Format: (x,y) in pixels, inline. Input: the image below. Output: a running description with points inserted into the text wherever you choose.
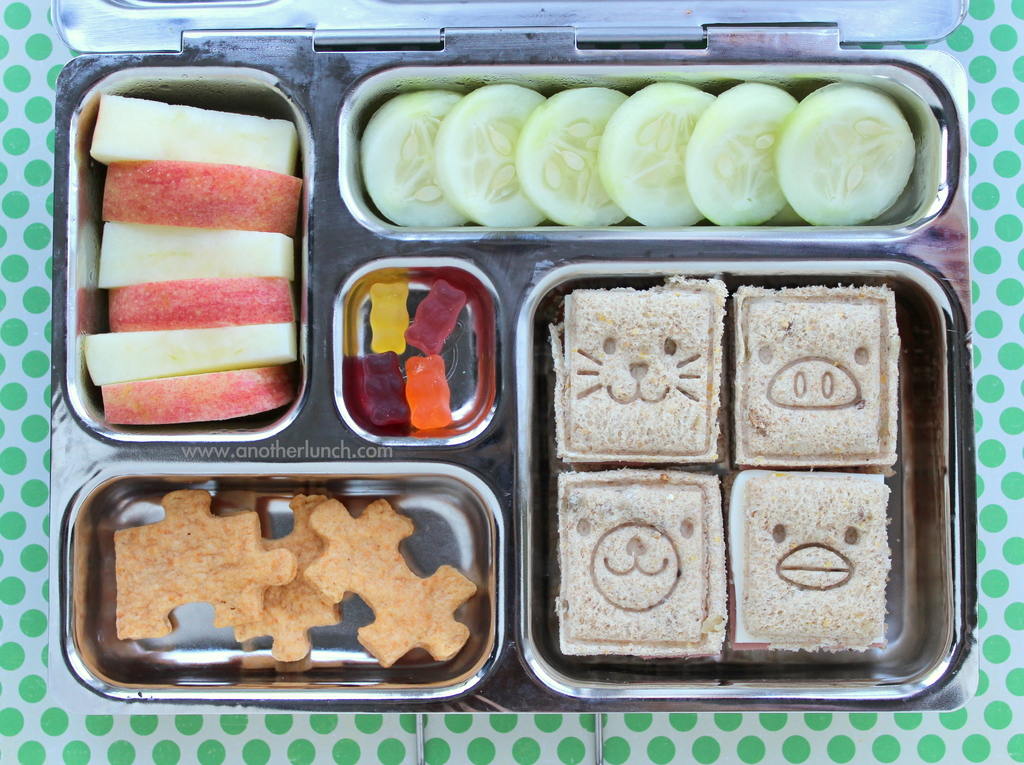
In this picture there is a table (979,724), on the table (995,154) there is a box (86,504). In the box (575,664) there are sandwiches (675,488), vegetables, lollies (398,349) and biscuits (279,570).
